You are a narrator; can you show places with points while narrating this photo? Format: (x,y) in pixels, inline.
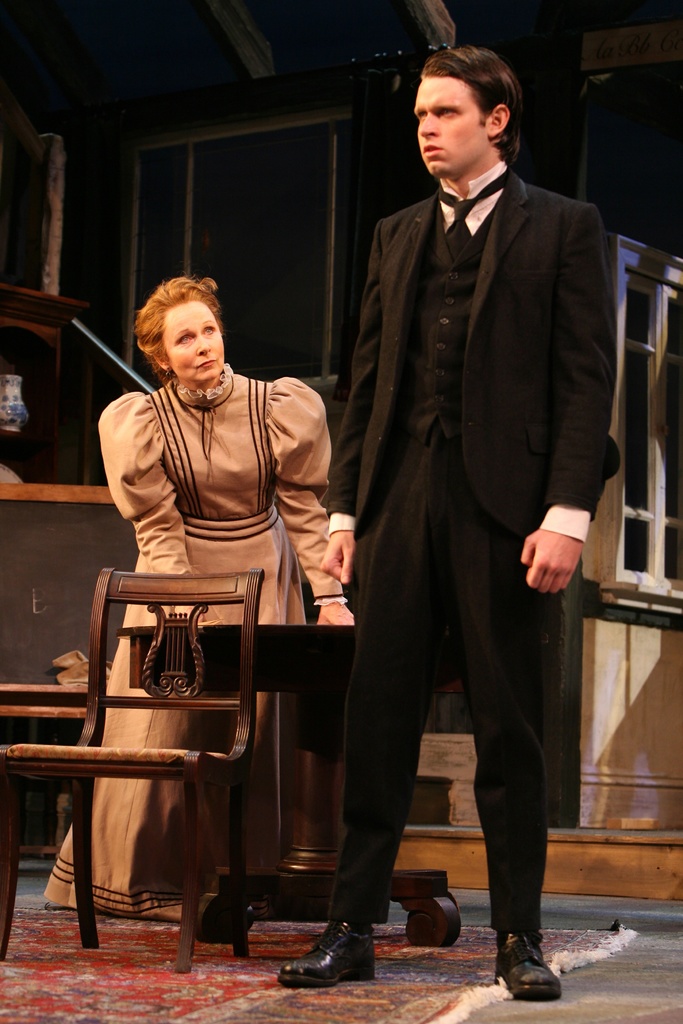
In this image we can see woman (181,344) and man (462,203). And the woman (161,344) is looking at the man (469,206). In the middle (289,641) we can see chair (209,704) and tables (309,683) are seen. some wooden objects (180,134) are seen in background (637,880).
